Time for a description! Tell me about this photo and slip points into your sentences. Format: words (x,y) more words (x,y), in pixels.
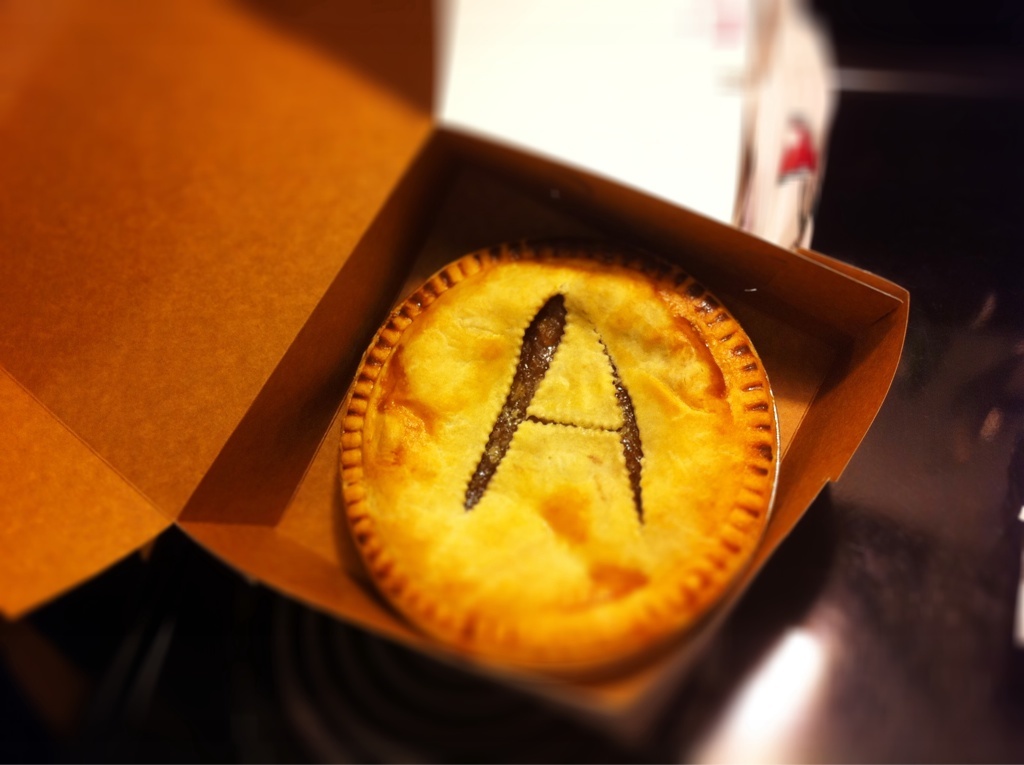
In this picture we can see a food item (371,445) in a box (311,444). Behind the box (317,329) there is a blurred background (540,100).
